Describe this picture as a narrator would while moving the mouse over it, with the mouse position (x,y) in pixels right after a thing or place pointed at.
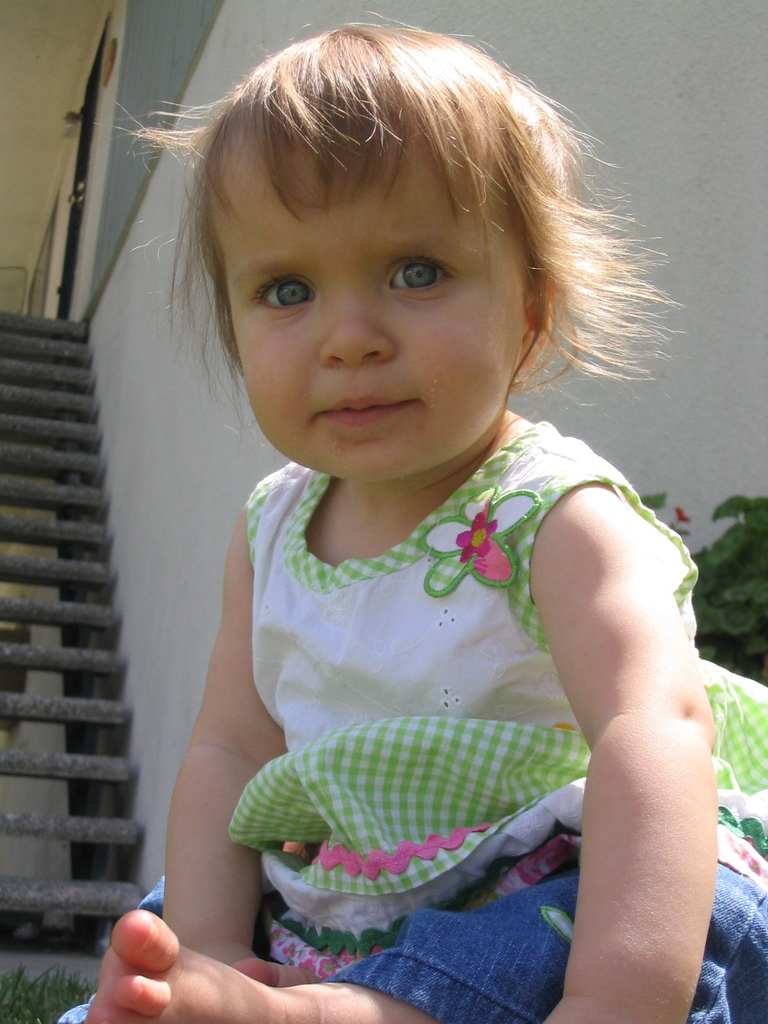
In this image there is a child (421,673) sitting on the ground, there are staircase (16,711) truncated towards the left of the image (50,399), there is grass (38,990) truncated towards the left of the image (57,996), there is a plant (746,591) truncated towards the right of the image (742,542), there is a wall (113,197) truncated, there are objects (74,237) on the wall (227,49), there is an object (9,261) truncated towards the left of the image (17,289).
